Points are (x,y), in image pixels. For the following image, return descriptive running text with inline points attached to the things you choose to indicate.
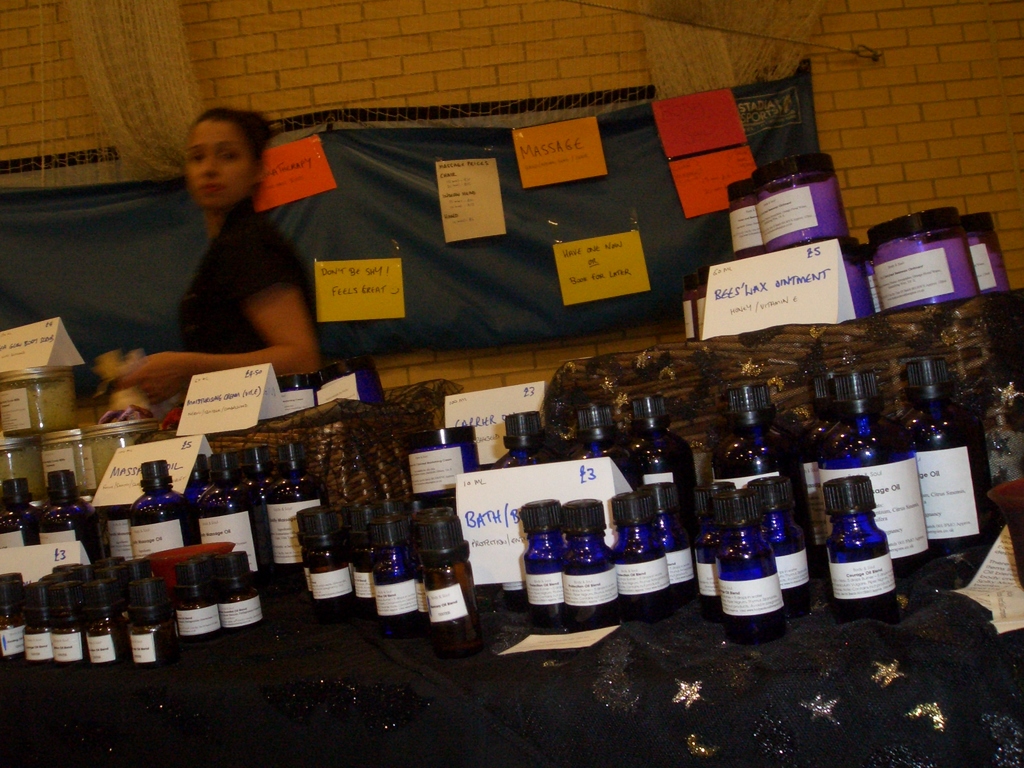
in the picture there are many bottles (869,399) present on the table (554,690) with the label (551,483), there is a woman (215,287) standing over here, in the wall (958,180) we can see many posters (738,138) with the message (469,204).
